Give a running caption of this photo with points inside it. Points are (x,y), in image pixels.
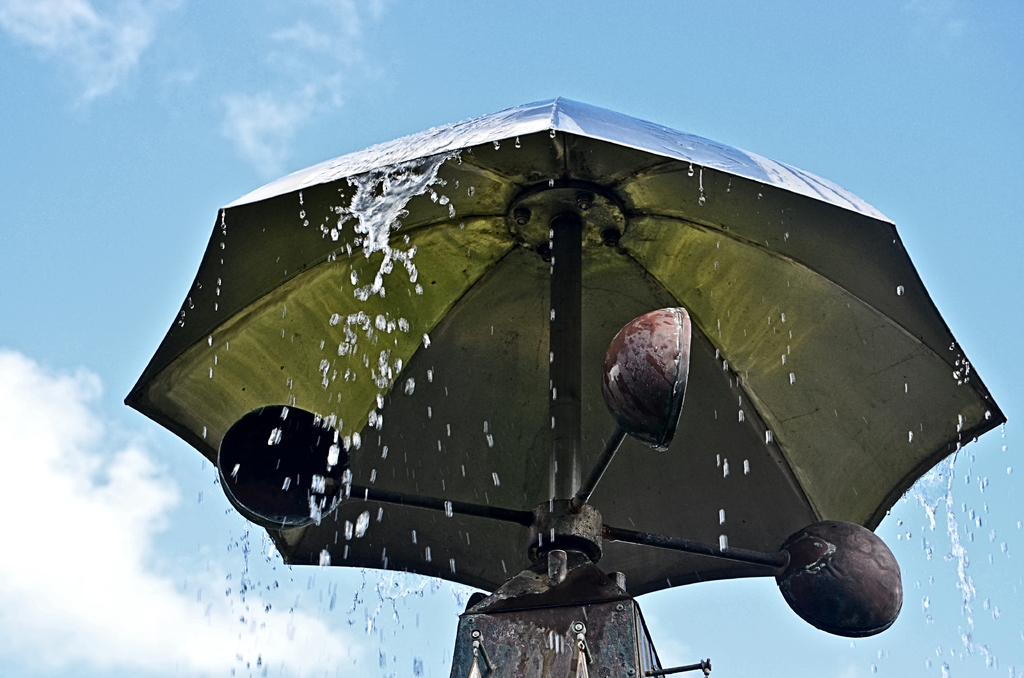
In the center of the image (546,449) we can see one pole (567,499), one umbrella (646,529), three bowl type objects (273,486) and a few other objects (570,515). And we can see water (373,226) falling from the umbrella (469,459). In the background (115,151) we can see the sky (114,375) and clouds (121,465).
